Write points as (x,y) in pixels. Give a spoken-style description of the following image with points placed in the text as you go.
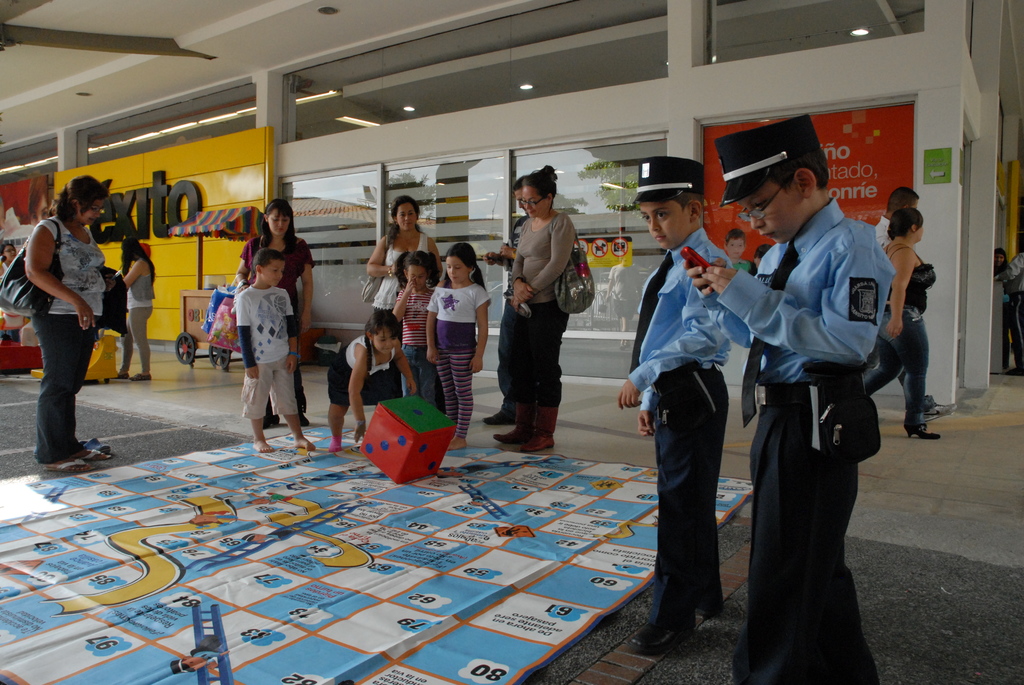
In the picture we can see a building wall (949,17) with a glass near it we can see some children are playing a game on it we can see a dice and one child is holding it and near to it we can see two children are dressed like security and behind them we can see a man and a woman (922,281) walking near the wall (949,312) and beside the glass wall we can see a yellow color board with a name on it exito.
